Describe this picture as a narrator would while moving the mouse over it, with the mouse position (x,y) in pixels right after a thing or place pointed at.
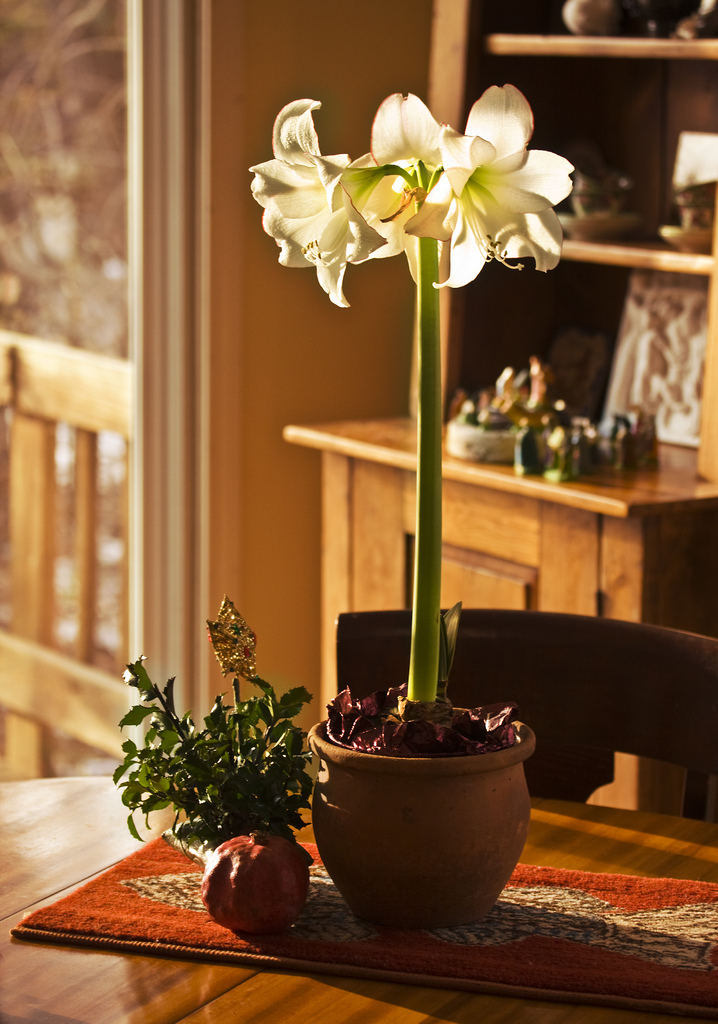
In this image there is a flower pot (416,819) in which there is a flower plant (431,407) which is on the table (71,858). There is a chair (653,678) in front of it. At the background (596,260) there is a cupboard (648,193) and shelves (649,237).
